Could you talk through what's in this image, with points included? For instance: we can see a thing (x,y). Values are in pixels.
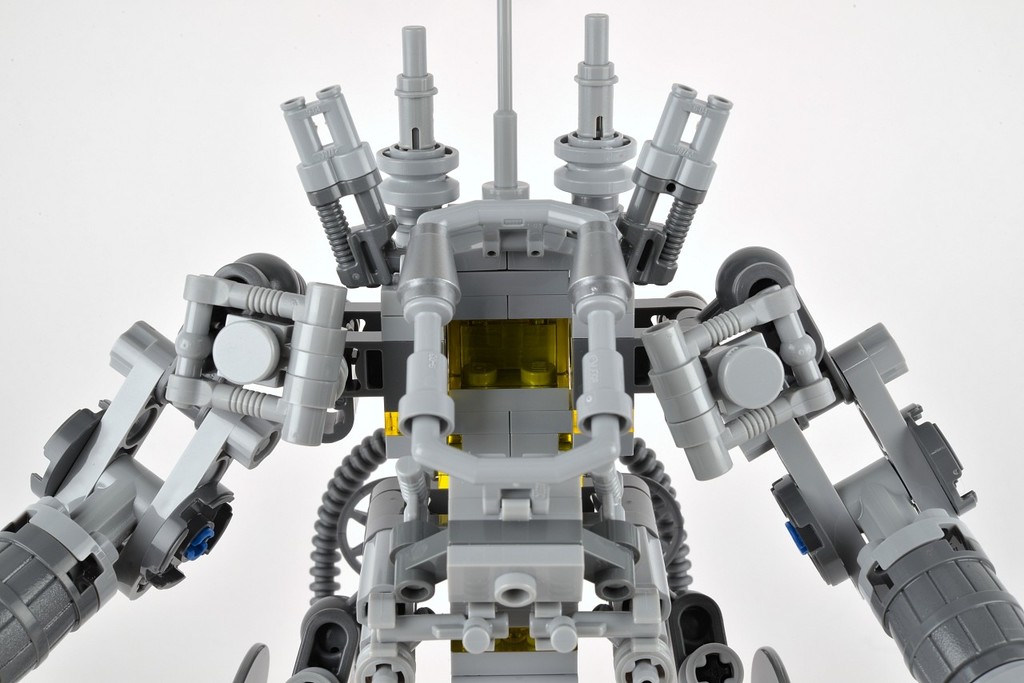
In this picture we can see a toy robot (291,286) and in the background (268,167) we can see white color.
